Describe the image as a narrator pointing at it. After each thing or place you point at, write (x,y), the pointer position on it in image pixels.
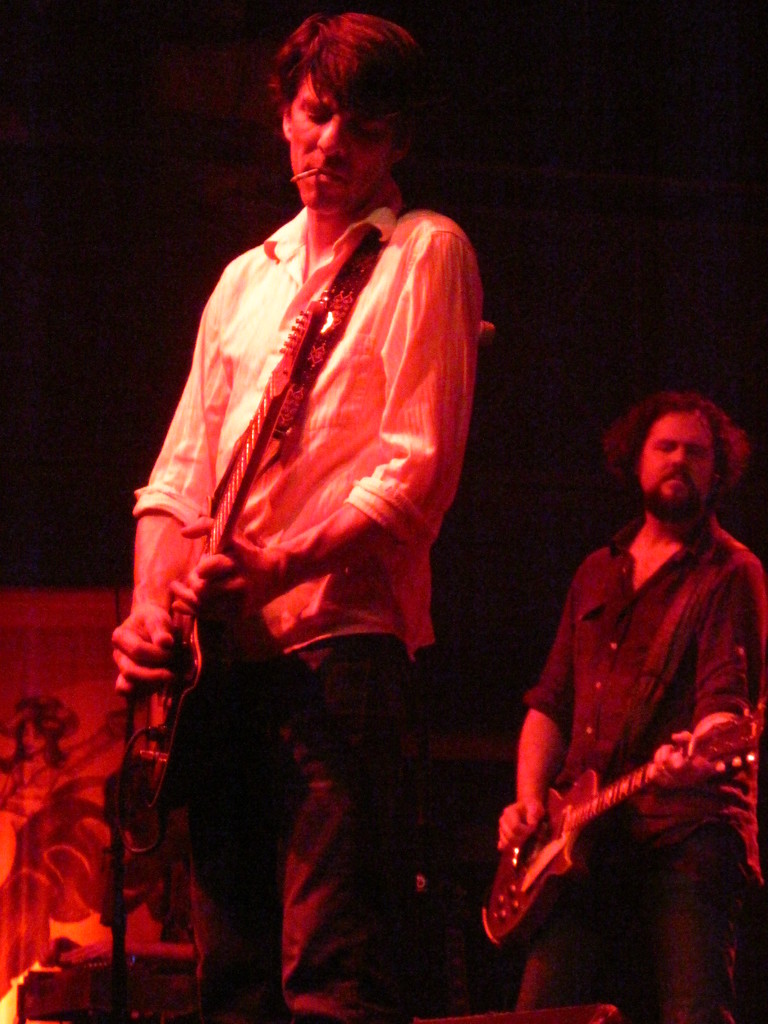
In this image there is a man (361,379) standing in the center (360,378) and playing guitar (227,615). On the right side of the image (699,653) there is another man (613,642) standing and playing guitar (568,863). Background (100,298) is dark. On the left (31,877) there is a banner (50,891).
